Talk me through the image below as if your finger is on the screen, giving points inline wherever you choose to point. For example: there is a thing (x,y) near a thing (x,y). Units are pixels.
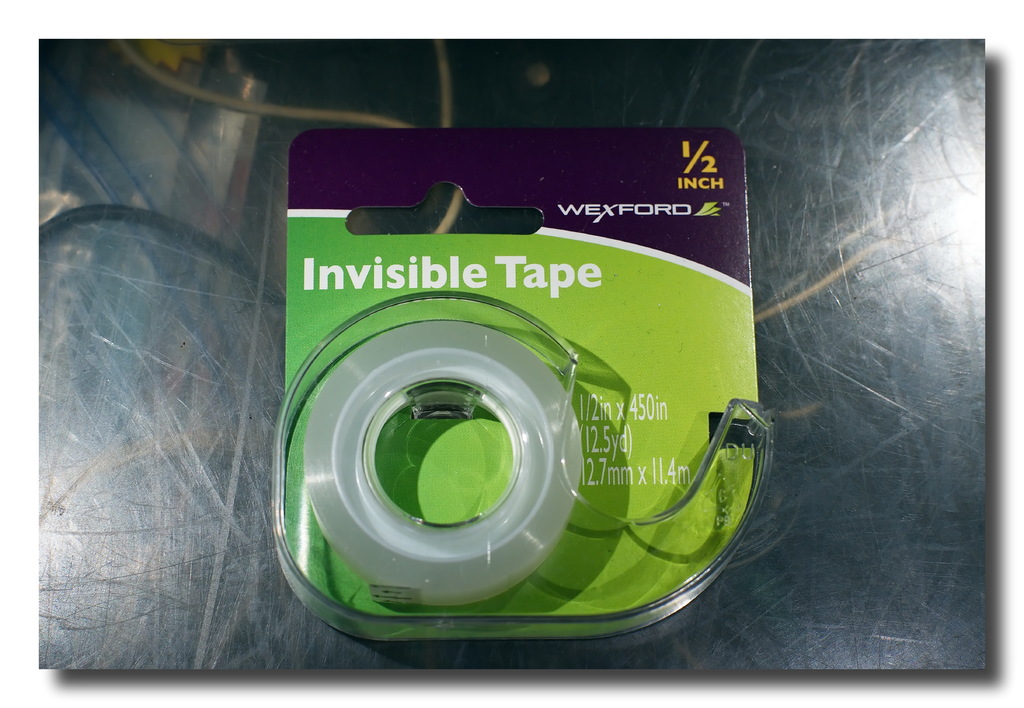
In this image, we can see a tape (547,445) and card (631,289). On the card (638,303), we can see some text (638,475). This card (411,512) is placed on the glass surface (63,622). Here we can see few wires (442,94). It is an edited picture.
